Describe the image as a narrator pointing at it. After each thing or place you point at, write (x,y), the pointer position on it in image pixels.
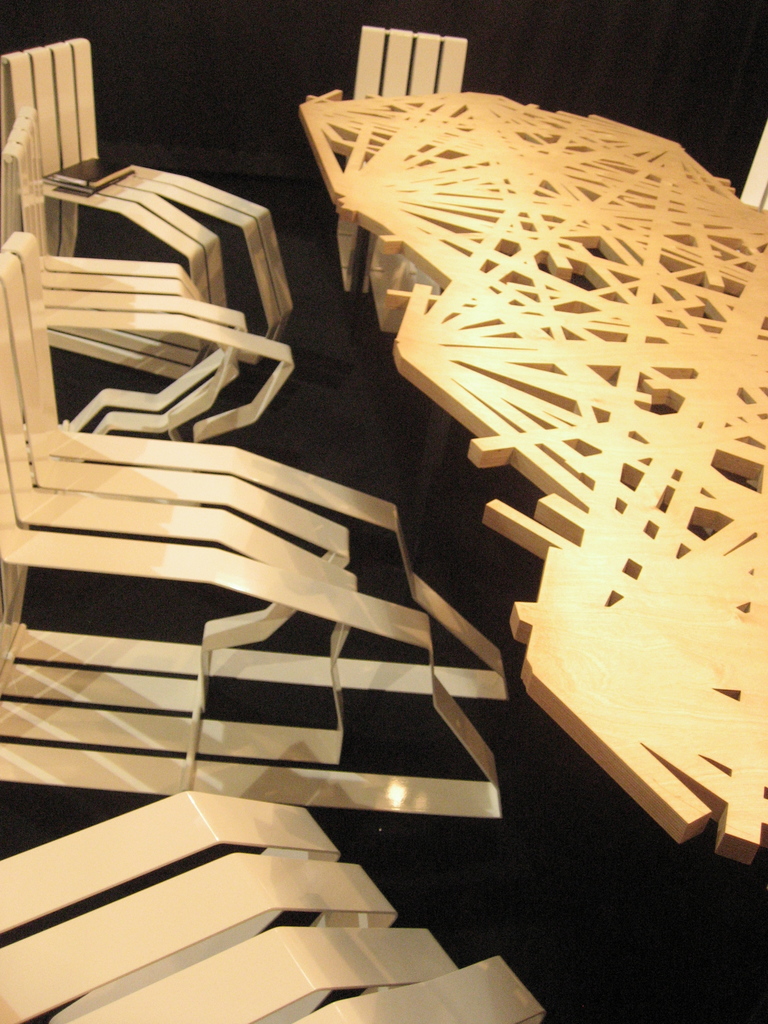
In this image, we can see a table (526,222) and some designed chairs (217,552).
